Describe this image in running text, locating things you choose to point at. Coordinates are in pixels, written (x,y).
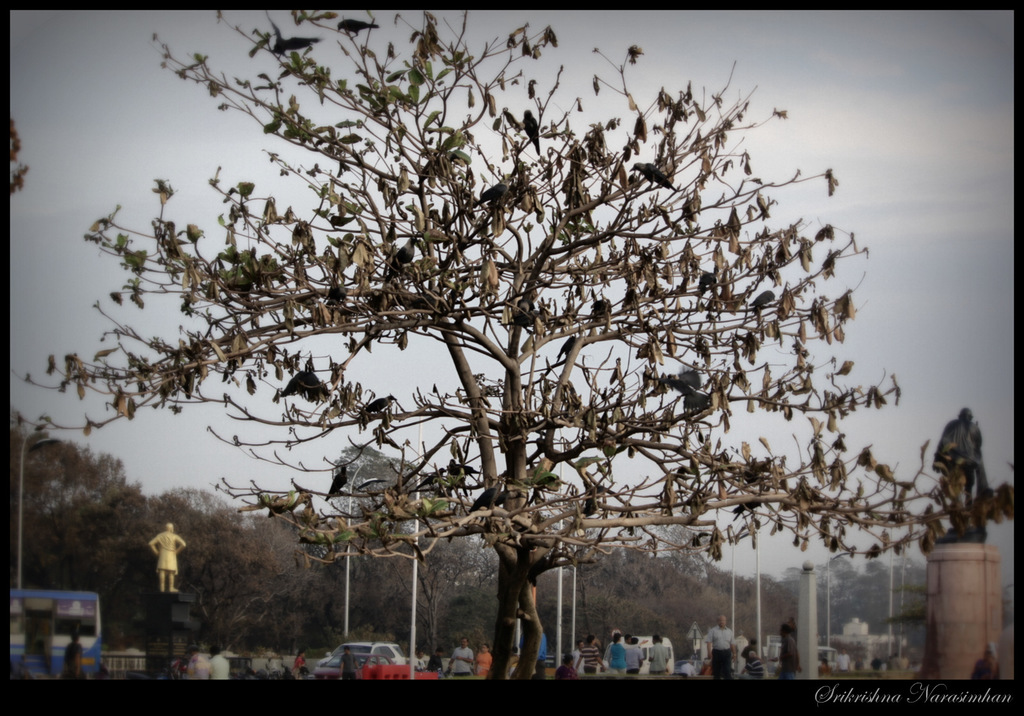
In this image there is a tree (502,561) in the middle (551,429). On the tree (572,329) there are so many birds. On the left side (182,595) there is a statue (161,558), Beside the statue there is a bus (65,621). At the top (80,97) there is the sky (93,124). On the right side (949,599) there is another statue (933,599). In the background (727,667) there are few people (720,633) walking on the road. Beside them there are poles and vehicles (357,659).
